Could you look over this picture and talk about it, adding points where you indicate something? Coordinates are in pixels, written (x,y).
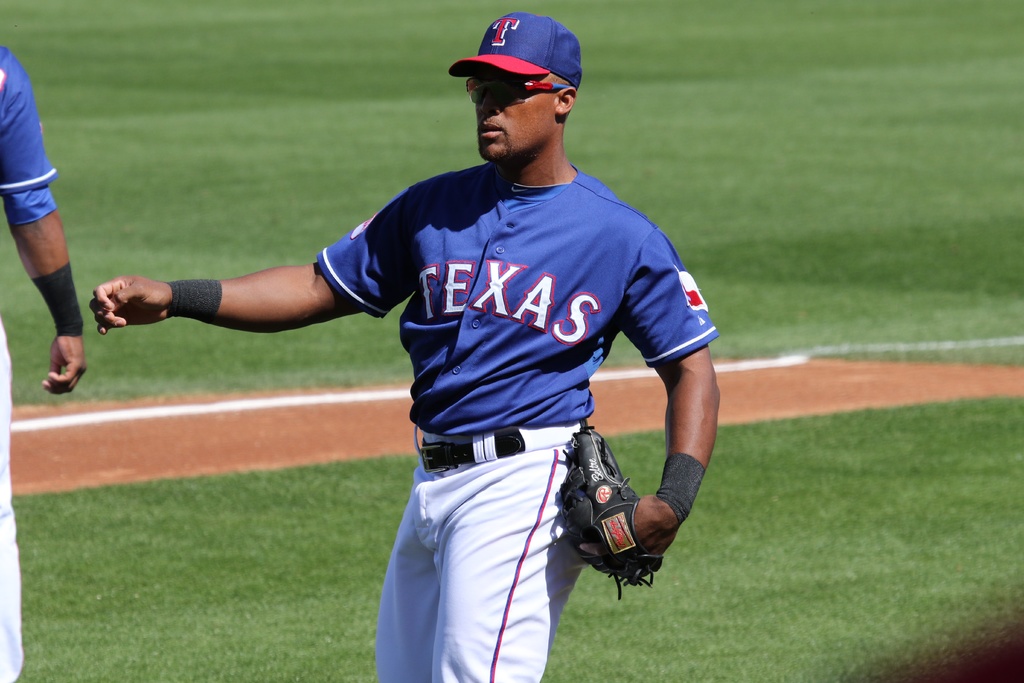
This is the man (486,479) standing. He is holding a glove (589,504). I can see the grass (840,512). On the left side of the image (4,574), I can see another person (9,620) standing.
